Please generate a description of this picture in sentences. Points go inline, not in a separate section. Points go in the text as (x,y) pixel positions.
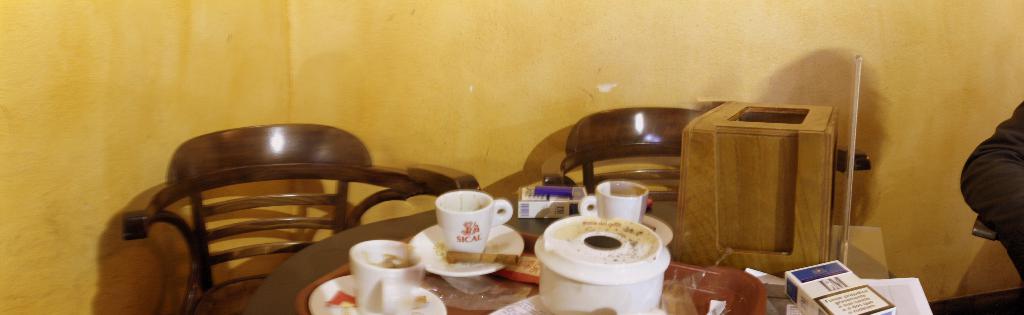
In the image I can see a table (526,218) on which there are some cups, saucers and some other things (758,240) and also I can see some chairs (664,177).
